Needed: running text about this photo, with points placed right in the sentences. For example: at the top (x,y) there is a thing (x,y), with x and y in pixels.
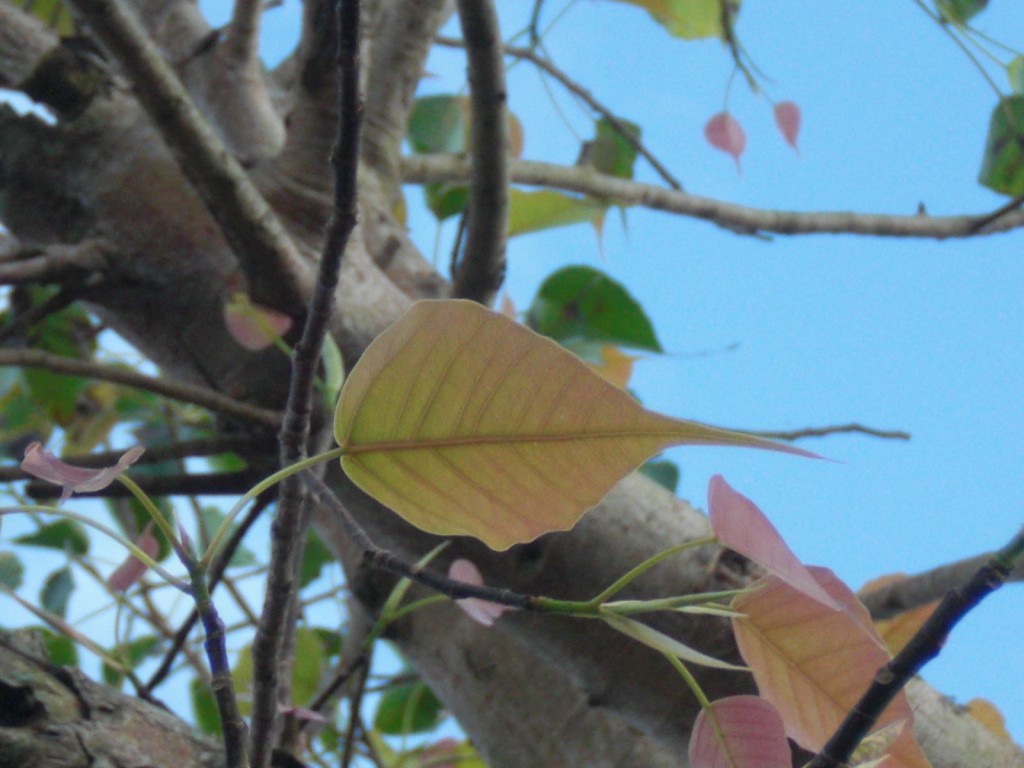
In the image in the center (603,378) we can see one tree (478,244). In the background (978,90) we can see the sky (933,294).
